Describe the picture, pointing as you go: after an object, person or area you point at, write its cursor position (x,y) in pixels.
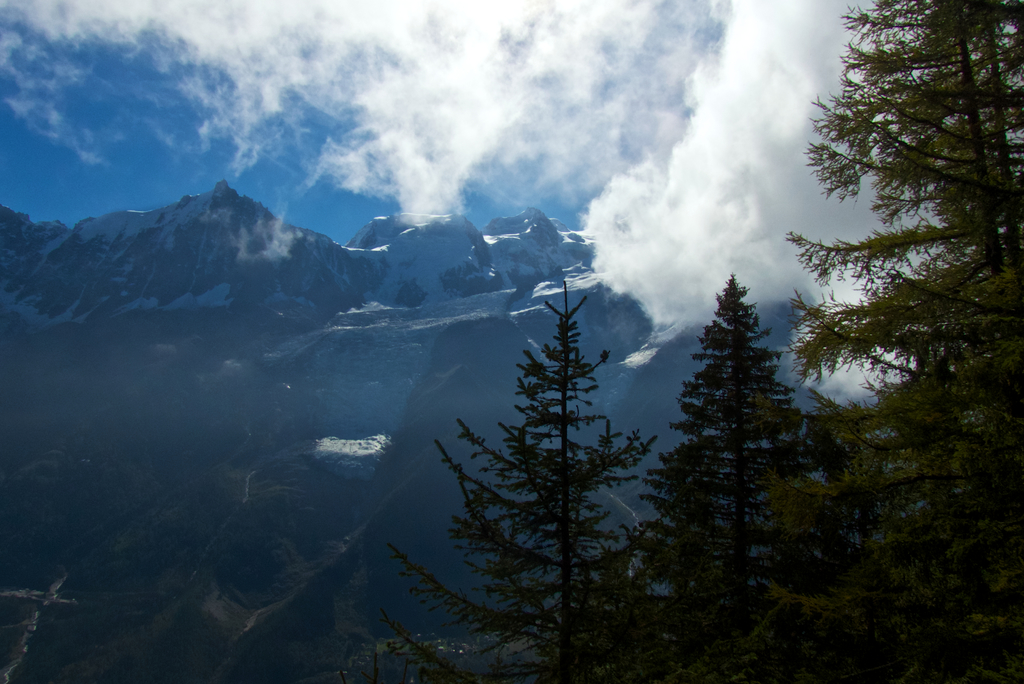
In the picture there are many trees (874,452) and behind the trees (670,480) there are tall mountains (319,332).
